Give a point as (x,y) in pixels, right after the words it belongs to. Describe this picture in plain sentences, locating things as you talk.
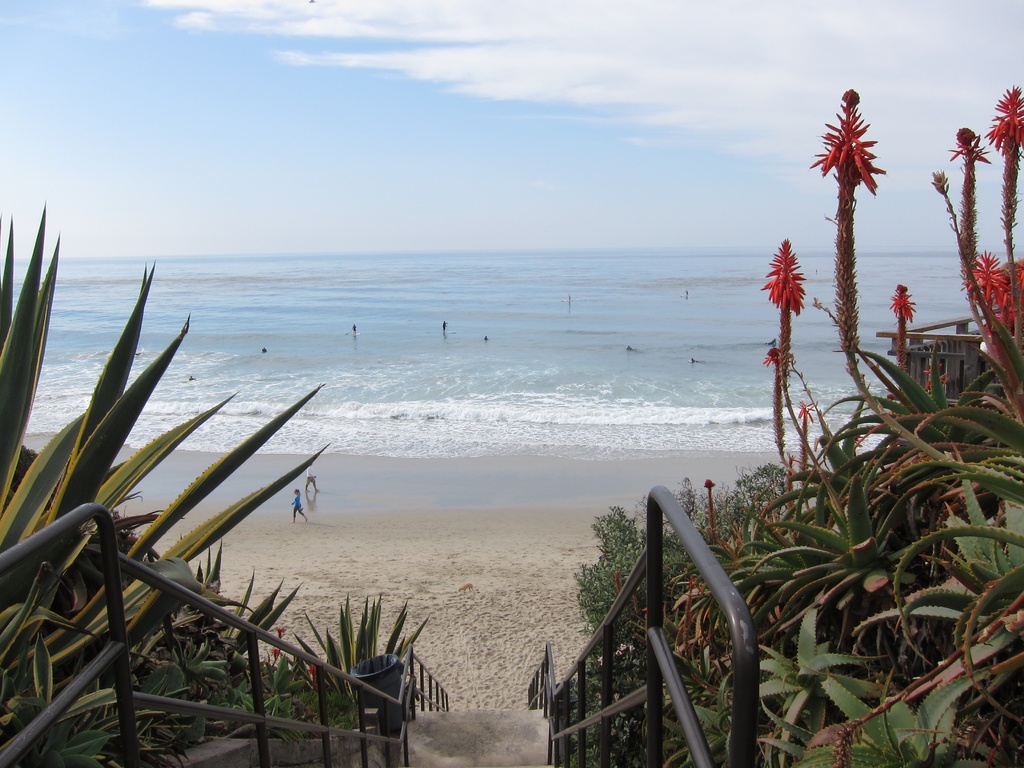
In the center of the image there are stairs (493,719). There is a railing (654,734). On both right and left side of the image (58,456) there are plants (685,621) and flowers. On the left side of the image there is a dustbin (359,669). There are two people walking on the sand (433,537). In the background of the image (517,302) there is water (509,269) and there is sky (372,82).
